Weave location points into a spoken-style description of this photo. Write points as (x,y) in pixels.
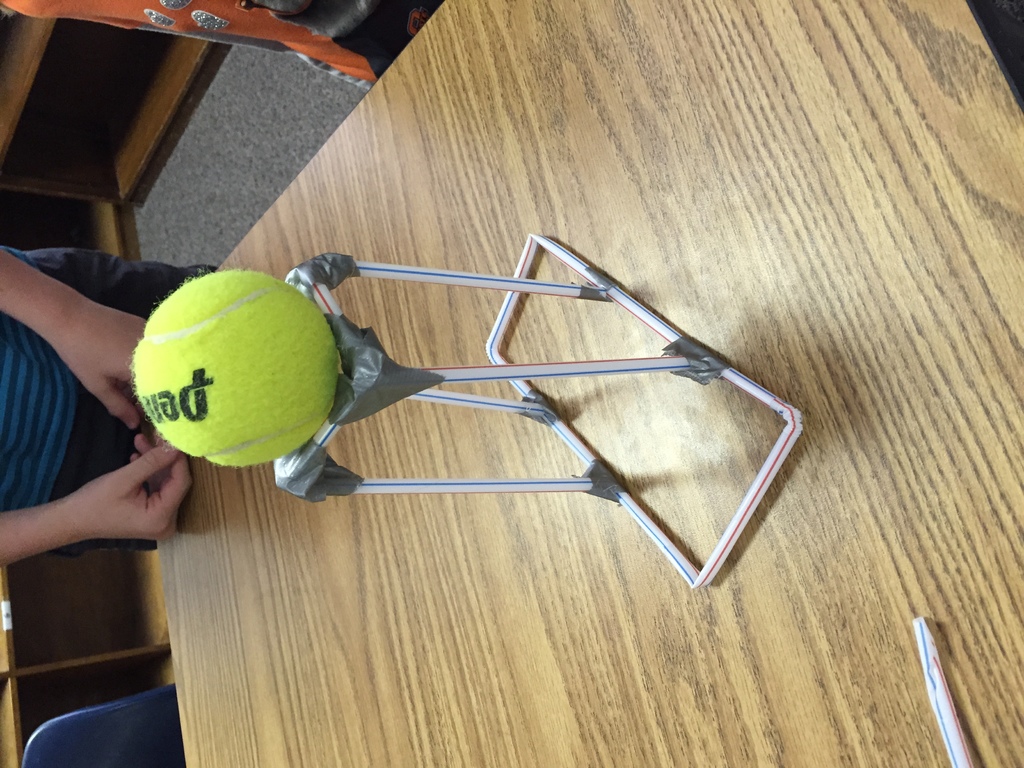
Above the table (347,184) there are straws (475,287) and tennis ball (239,372). At the left side of the image (283,123) we can see cupboards (120,88), floor (229,123) with carpet (191,190), chair (35,753) and a person (112,456).
